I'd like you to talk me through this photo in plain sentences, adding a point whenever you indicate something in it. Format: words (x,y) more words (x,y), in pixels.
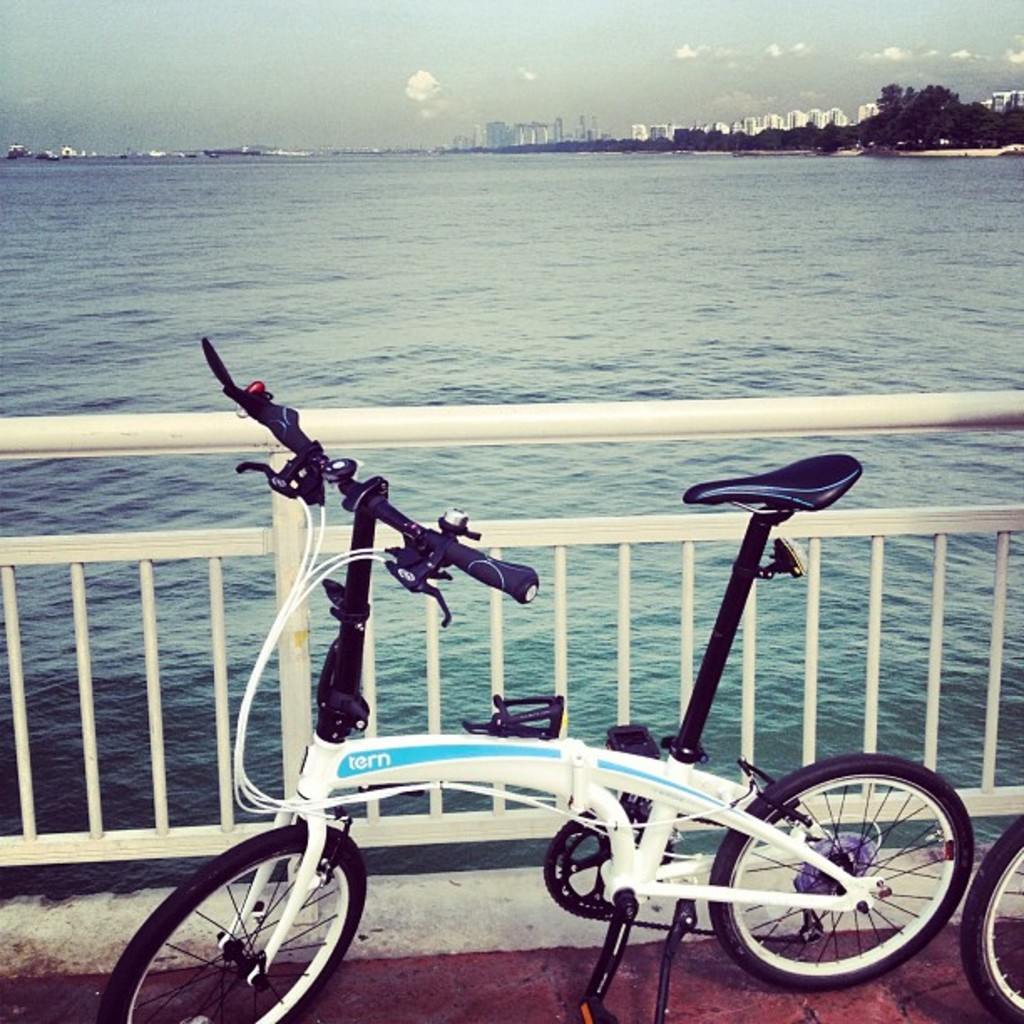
In this image there is the sky (491,70) towards the top of the image (501,52), there are clouds (694,53) in the sky (580,55), there are buildings (781,118), there are trees (889,110) towards the right of the image (905,119), there is sea (483,299), there is fencing (570,535), there are bicycles (836,885).
